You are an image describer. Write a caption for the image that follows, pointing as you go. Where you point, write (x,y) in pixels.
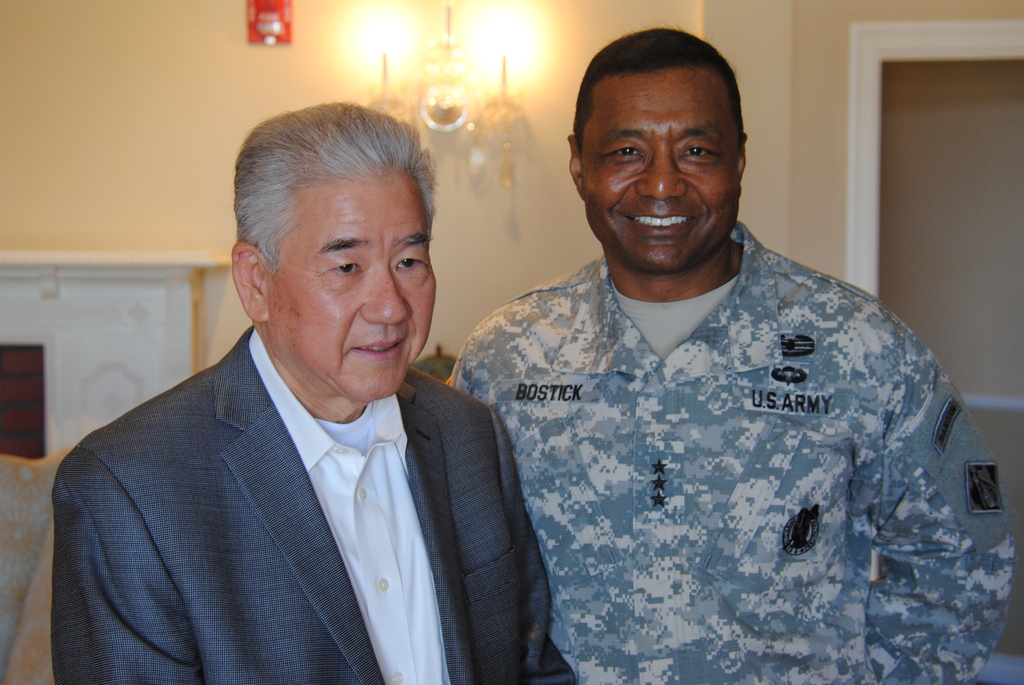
In the image we can see two men (645,409) wearing clothes (575,443) and they are smiling. Behind them, we can see the light (448,61), wall (240,102) and the background (120,164) is slightly blurred.
